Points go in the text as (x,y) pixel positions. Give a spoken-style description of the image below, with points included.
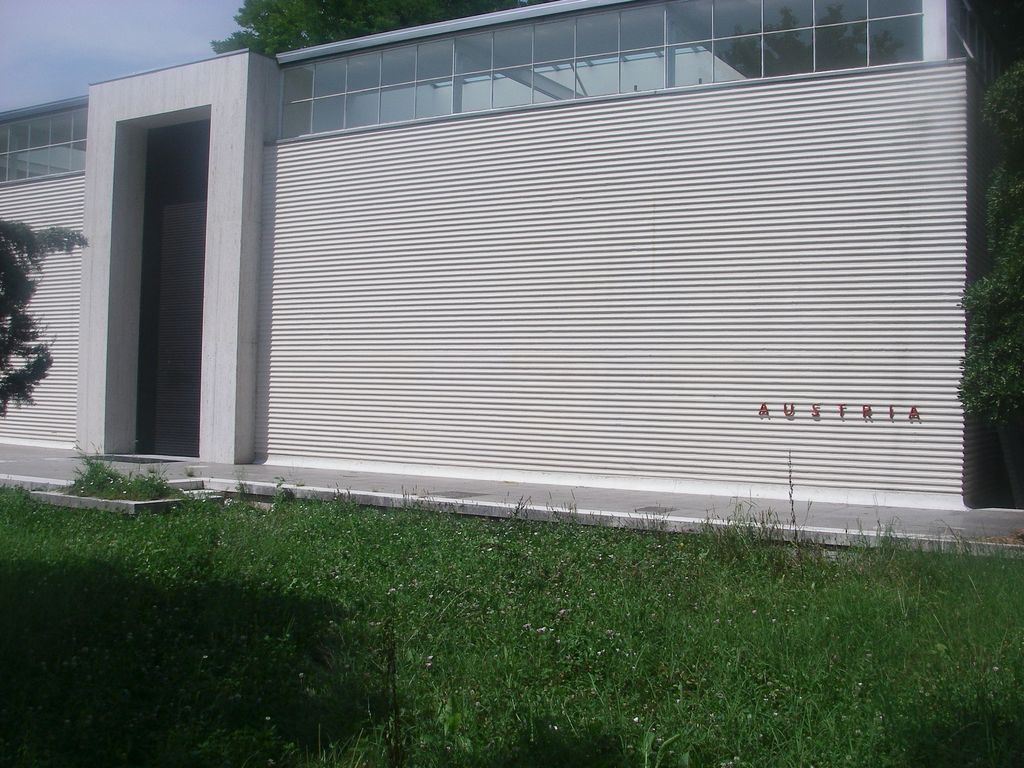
In this image, I can see a house (283,291) and there is the grass (355,624). On the right side of the image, I can see a name board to the wall (851,370). In the background (1021,296), there are trees (1006,286) and the sky (107,42).
